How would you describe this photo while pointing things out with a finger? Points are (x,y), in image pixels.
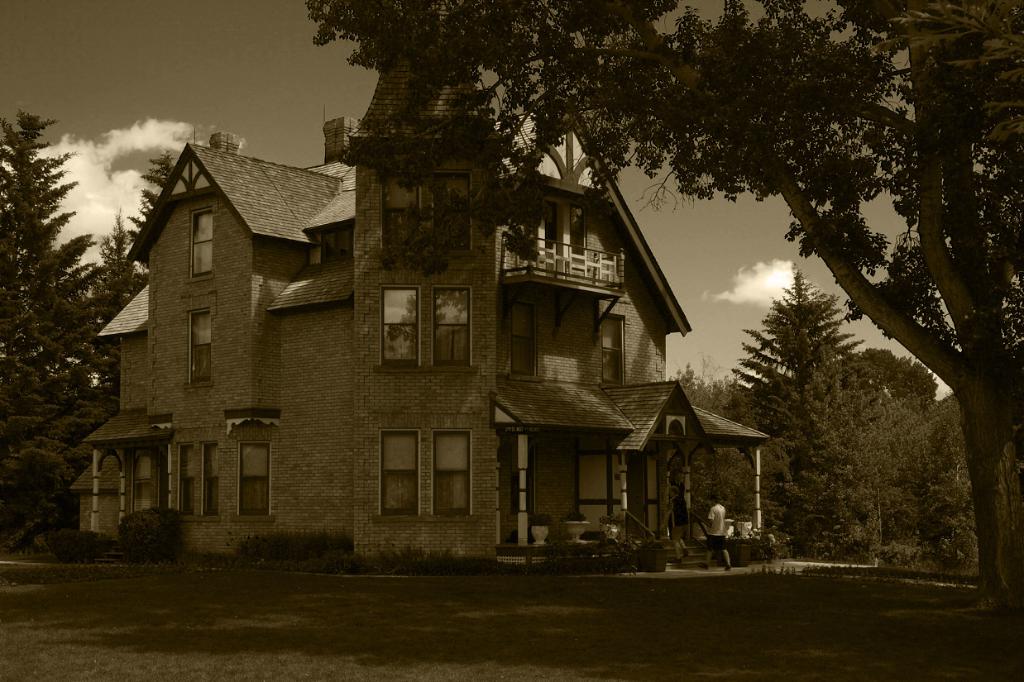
In the foreground of the image (641,598) we can see the grass (839,620). In the middle of the image (589,353) we can see house (604,458), tree (702,492) and a person (720,516). On the top of the image (220,83) we can see the sky (220,83).
